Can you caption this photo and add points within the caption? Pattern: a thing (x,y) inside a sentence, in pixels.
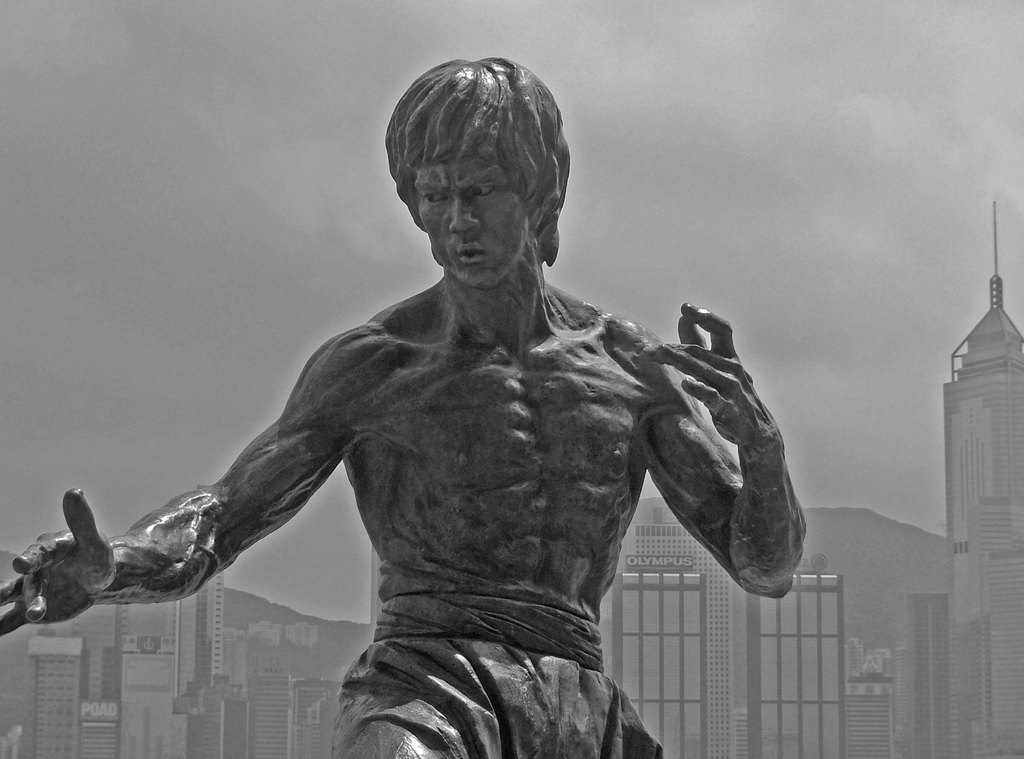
In the center of the image (464,425) we can see a statue (445,649). In the background (291,674) there are buildings (969,545) and sky (911,271).
